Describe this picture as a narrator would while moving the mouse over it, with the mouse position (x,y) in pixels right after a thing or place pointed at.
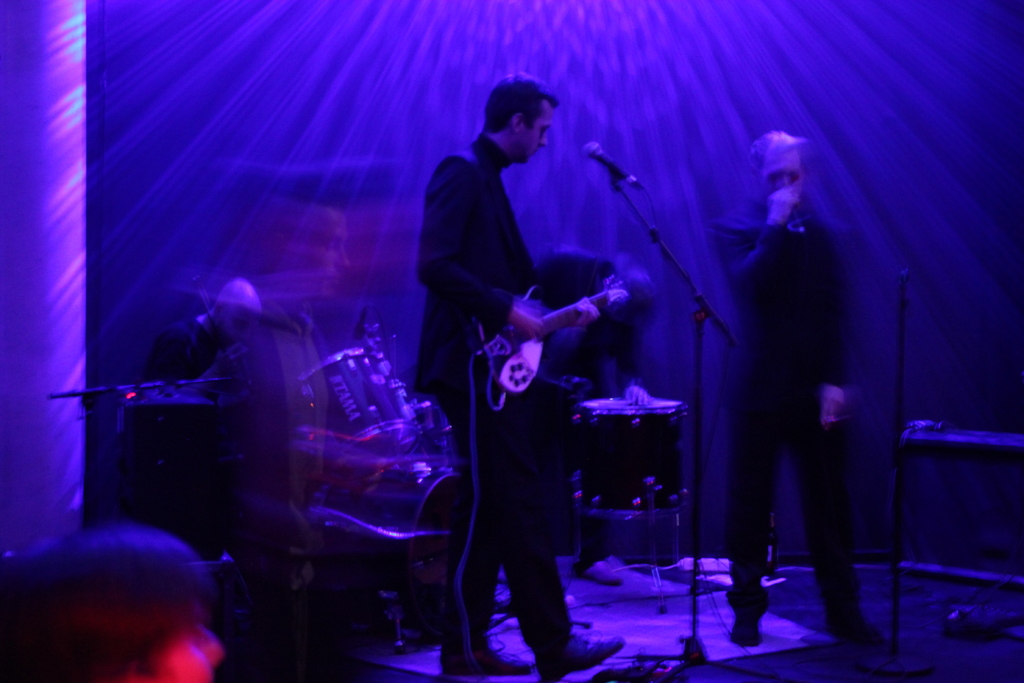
In this image I can see two men (490,427) are standing among them this man (499,474) is holding a guitar (527,332) in hands (517,319). I can also see microphones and some other musical instruments (416,501) on the stage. In the background (422,197) I can see blue color lights (361,80).
